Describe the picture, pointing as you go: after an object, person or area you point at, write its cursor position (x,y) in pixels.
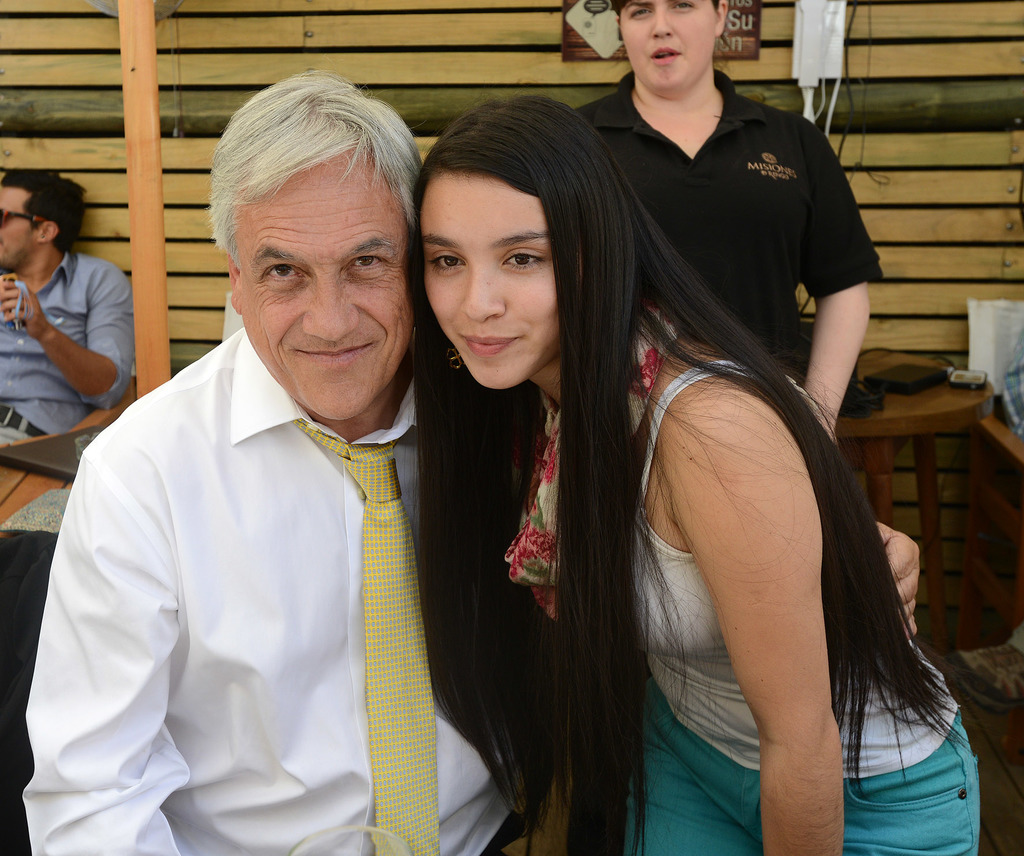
In the foreground of this picture (288,474) we can see a person (243,453) wearing white color shirt (302,549), tie (403,624) and seems to be sitting. On the right (693,403) there is a woman (561,514) wearing white color t-shirt (655,644), smiling and standing. In the background (387,6) we can see the wooden planks (468,25), text (737,50) on the poster (760,35) and we can see there are some objects (915,377) placed on the top of the wooden tables (948,411) and we can see a person (85,280) wearing blue color shirt (82,287), holding an object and sitting and we can see a person (652,139) wearing black color t-shirt (726,193) and standing.
